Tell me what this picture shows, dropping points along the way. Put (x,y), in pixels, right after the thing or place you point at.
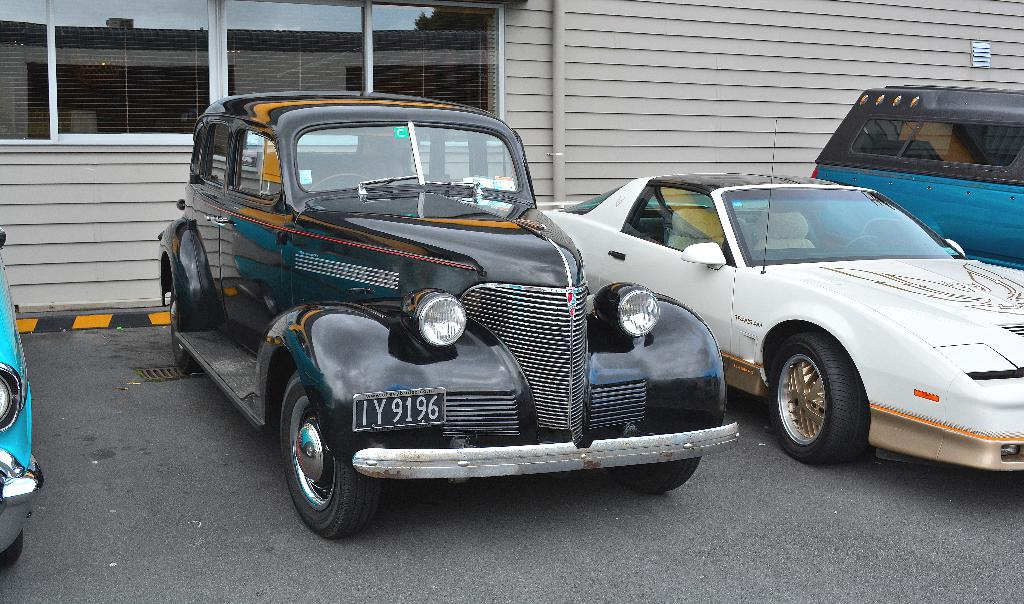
In this image we can see vehicles (346,472) on the road (547,481). In the background (581,181) there is a building (729,58) and we can see a window (59,139).
